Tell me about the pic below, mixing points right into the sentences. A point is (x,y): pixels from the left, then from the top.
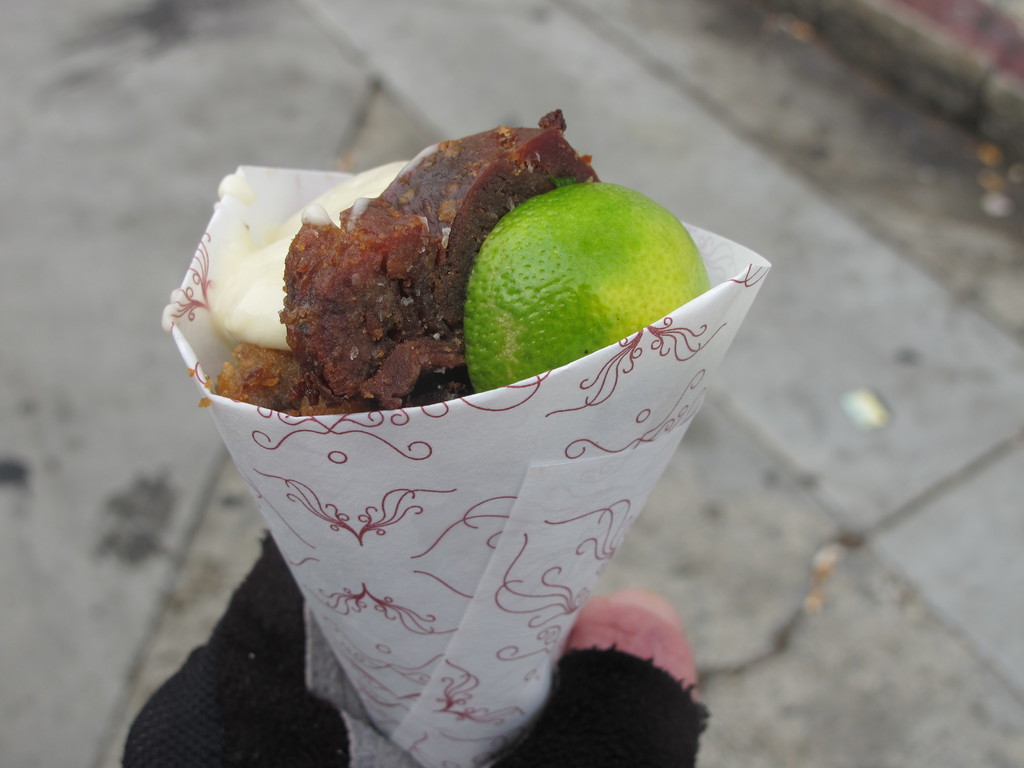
In this image, we can see a person's hand (288,739) holding an object (571,549) with some food item (378,179) in it. We can also see the ground (742,458).
